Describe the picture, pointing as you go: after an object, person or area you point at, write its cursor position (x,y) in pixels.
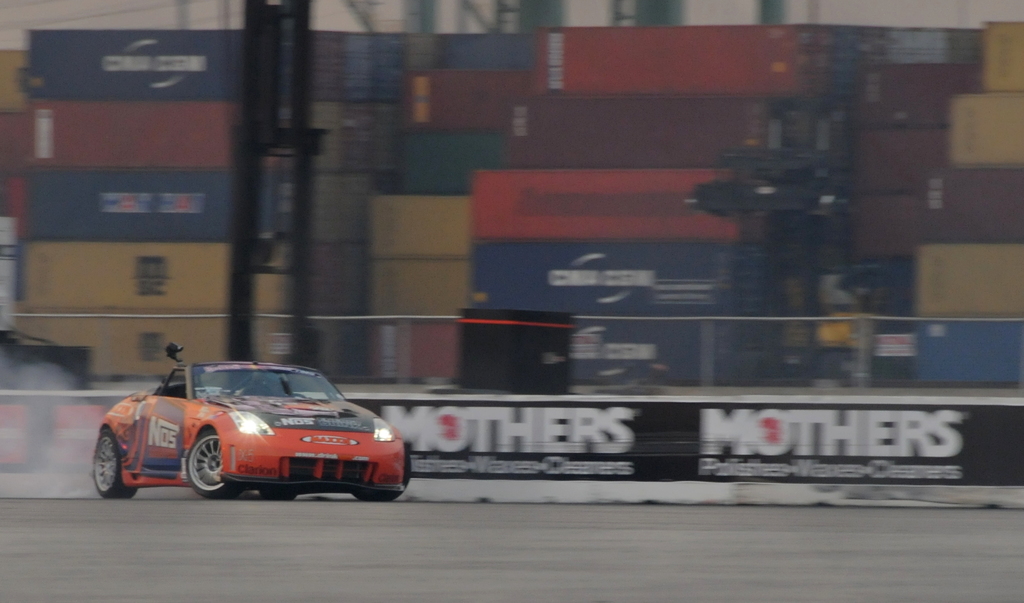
In the picture we can see a sports car (268,457) which is orange in color and on it we can see some advertisements (332,444) and in the background (504,482), we can see a wall (500,459) with some advertisements (719,456) and behind it we can see goods boxes (668,247) with different colors.
